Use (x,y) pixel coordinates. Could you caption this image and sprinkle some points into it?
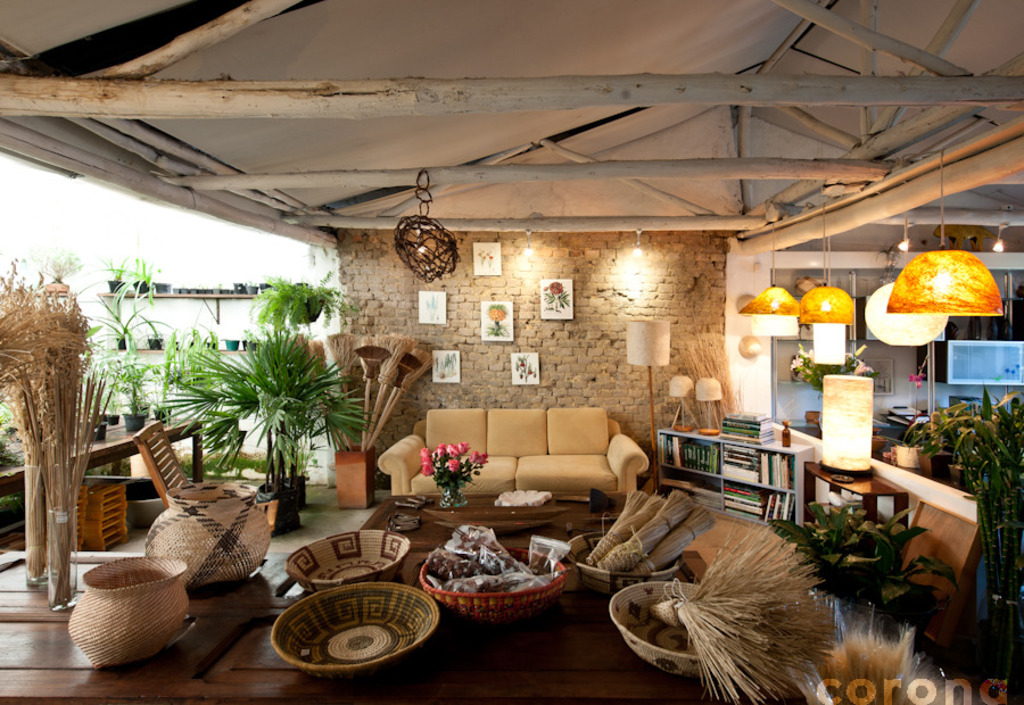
In this picture we can see there are some bowls (369,639) and objects (450,554) on the table (410,561) and behind the table (263,585) there is another table (435,530) and on the table (409,514) there is a flower vase (451,495) and some items (456,512). Behind the tables (434,503) there is a couch (507,442) and on the right side of the couch (579,465) there are books (742,457) in and on the shelves (736,444). At the top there are lights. Behind the couch (537,432) there's a wall (574,308) with photo frames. On the left side of the couch (493,453) there are house plants (276,449) and a chair (147,442) and some plants (127,405) and on the table (123,429). On the image there is a watermark (963,690).
